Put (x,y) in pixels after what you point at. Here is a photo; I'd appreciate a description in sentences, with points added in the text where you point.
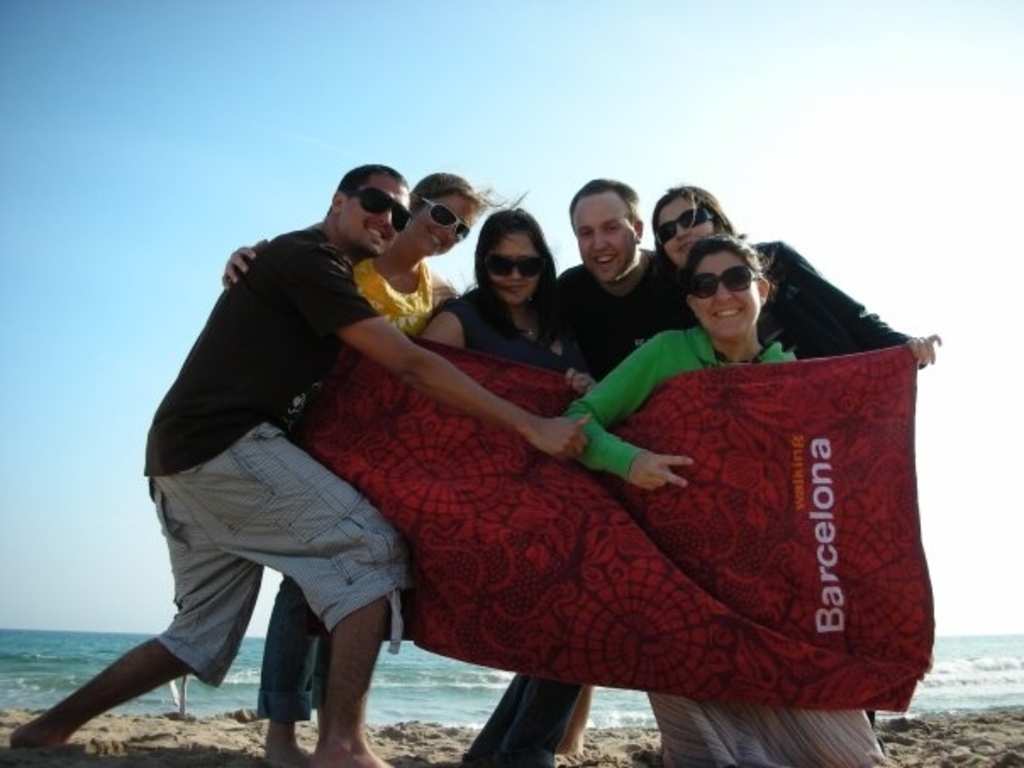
This picture describes about group of people (406,288), few people (412,250) wearing spectacles (534,272) and they are holding a cloth (657,431), in the background (1004,662) we can see water (1004,645).
